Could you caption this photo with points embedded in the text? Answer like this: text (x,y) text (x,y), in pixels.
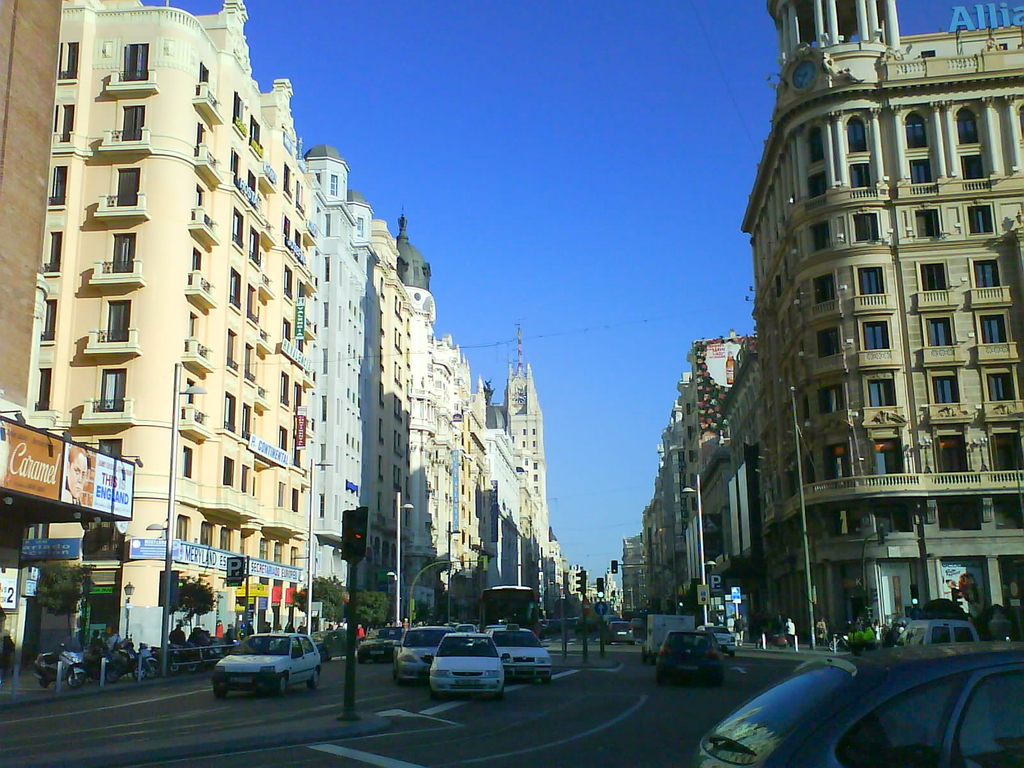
In this image I can see buildings (424,539). There are vehicles (382,644), poles (353,581), lights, trees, name boards (292,572) and in the background (441,159) there is sky (465,225).
